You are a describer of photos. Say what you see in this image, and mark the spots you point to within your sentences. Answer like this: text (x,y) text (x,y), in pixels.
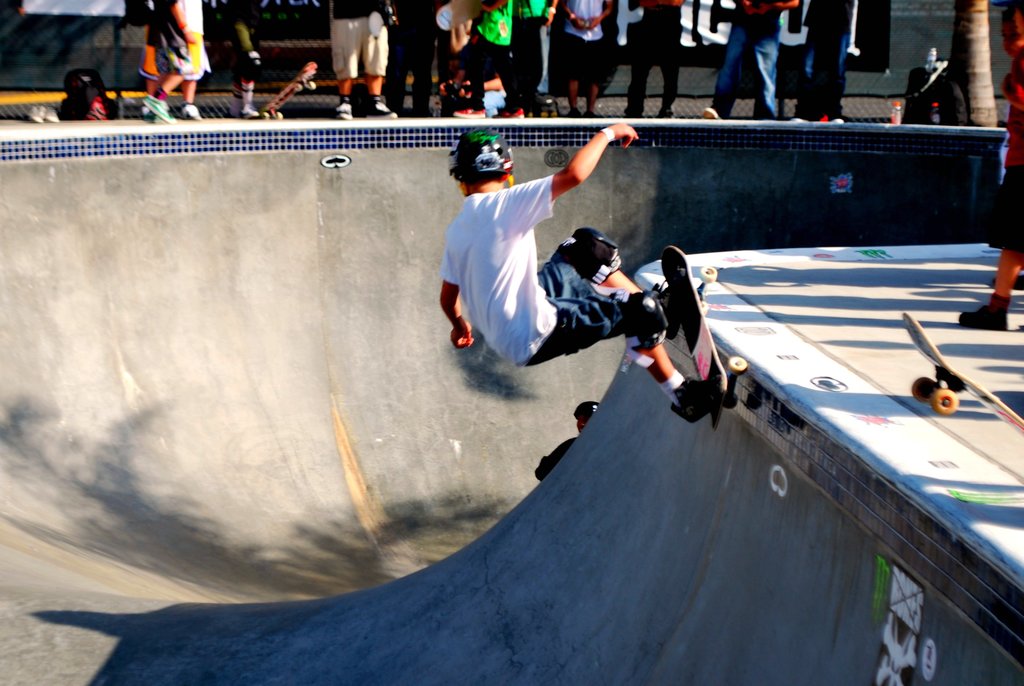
In this image there is a person (492,267) doing skating with skateboard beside that there are so many people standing on the floor (982,418).
